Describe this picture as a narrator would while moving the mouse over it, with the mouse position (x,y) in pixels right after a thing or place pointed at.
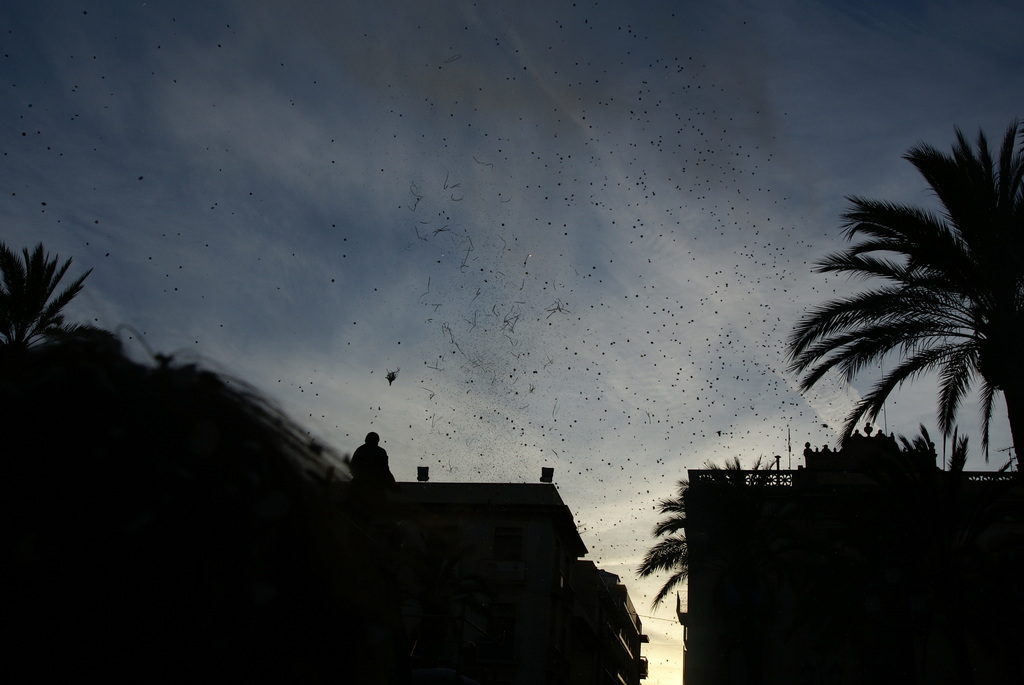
In the foreground of this image (730,536), on the bottom (231,464), there is a black shade (475,567) of trees (997,243) and the buildings (777,580) on which a person (389,481) is standing. On the top (656,142), there are dust particles (552,228) and the smoke (455,79) in the air (498,101). In the background (299,225), there is the sky (270,149) and the cloud (243,118).
